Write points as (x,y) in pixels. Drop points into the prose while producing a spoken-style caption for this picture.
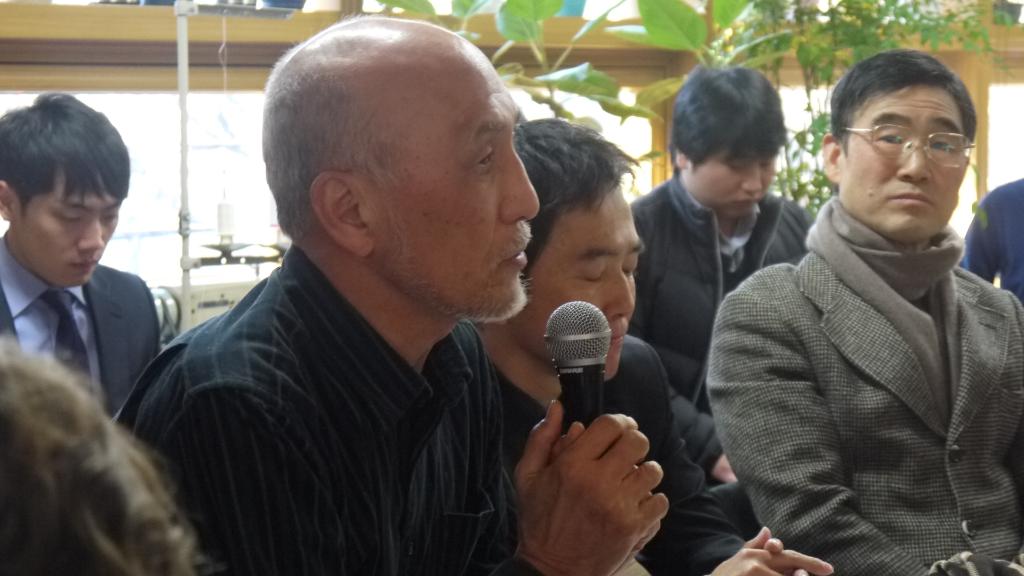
In the picture we can find some people (560,295) are sitting and one man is holding a microphone (602,353). In the background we can find some plants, leaves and a wooden frame (140,87).
